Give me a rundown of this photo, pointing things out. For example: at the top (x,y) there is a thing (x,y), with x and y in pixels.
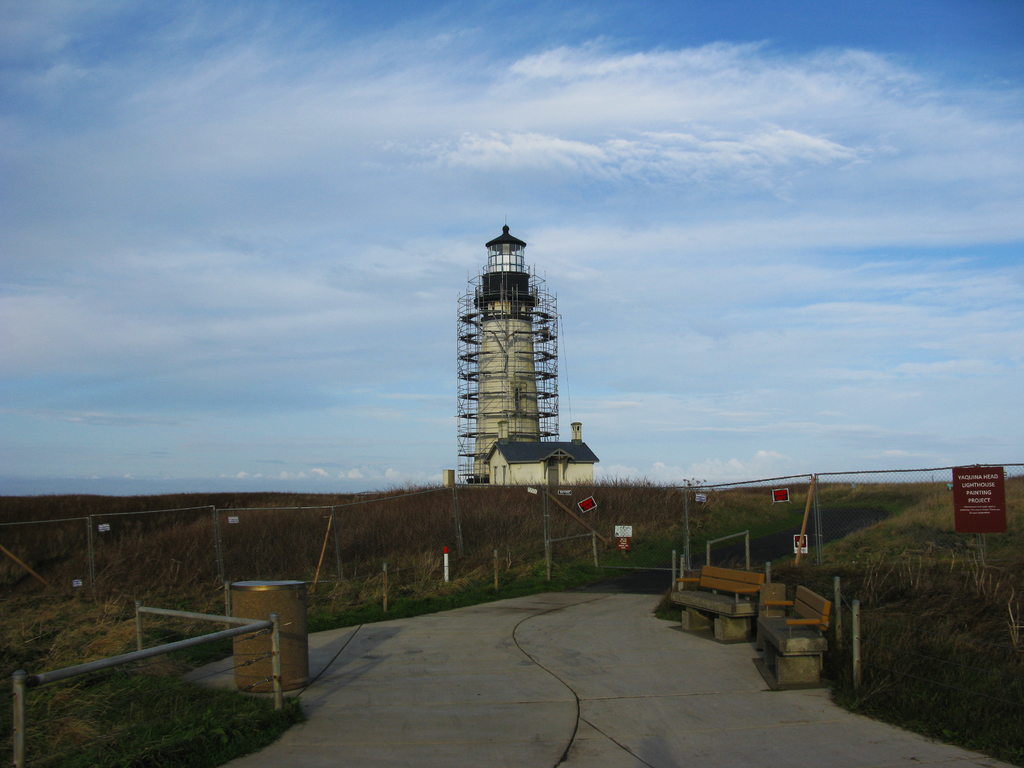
This picture is clicked outside. On the right (808,624) we can see the two benches (748,576), metal rods (839,606), mesh (871,534) and a board (968,494) attached to the metal rod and we can see the text (975,483) on the board (992,522). On the left (238,607) there is a barrel (290,601) placed on the ground (228,687). In the center (523,471) we can see a tower (516,328) and a house (515,474) and the grass (666,529). In the background (883,276) there is a sky (454,215).
